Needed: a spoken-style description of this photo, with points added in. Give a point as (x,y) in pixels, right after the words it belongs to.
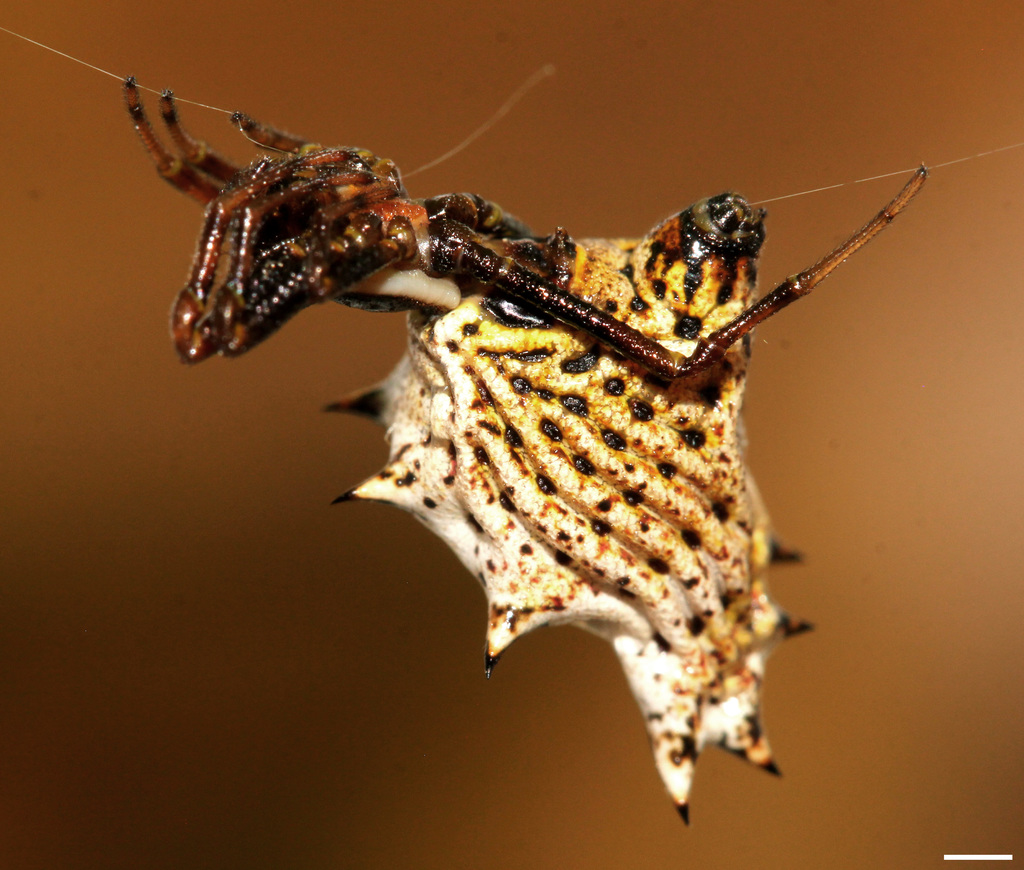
In this picture there is a spider (428,324). The background is blurred.
